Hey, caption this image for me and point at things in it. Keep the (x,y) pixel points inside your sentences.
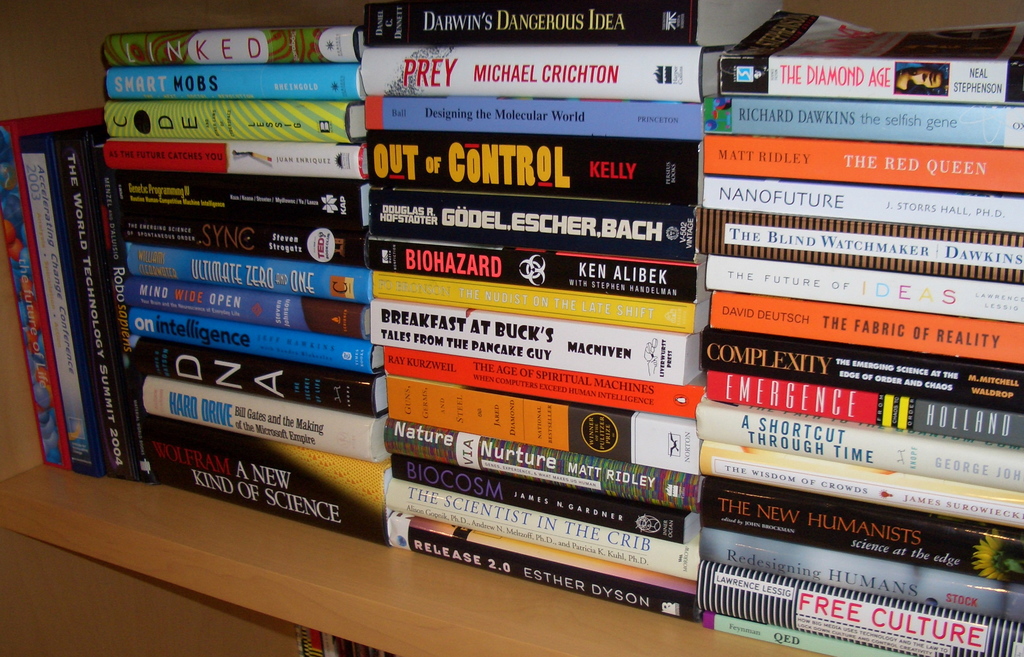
In the image on the wooden surface (360,602) there are many books (632,232) with different colors and something written on it.
